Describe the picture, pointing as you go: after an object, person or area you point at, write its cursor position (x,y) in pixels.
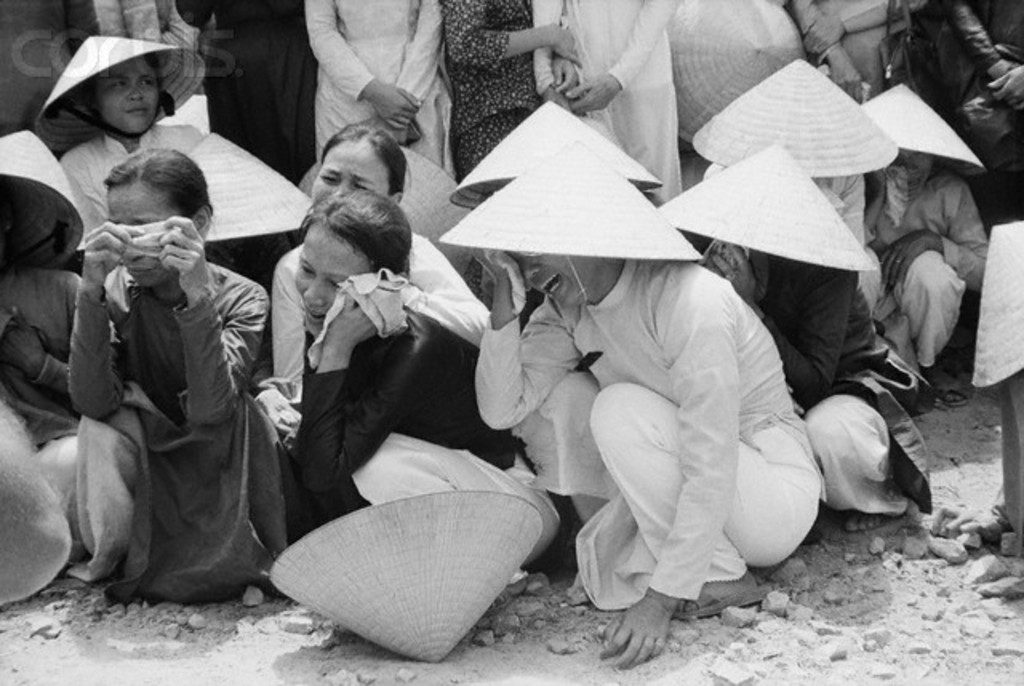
It is the black and white image in which there are few people (512,321) sitting on the ground (826,538) by wearing the hats (704,195). The people (511,218) are crying. At the bottom (556,630) there are stones (319,641).
